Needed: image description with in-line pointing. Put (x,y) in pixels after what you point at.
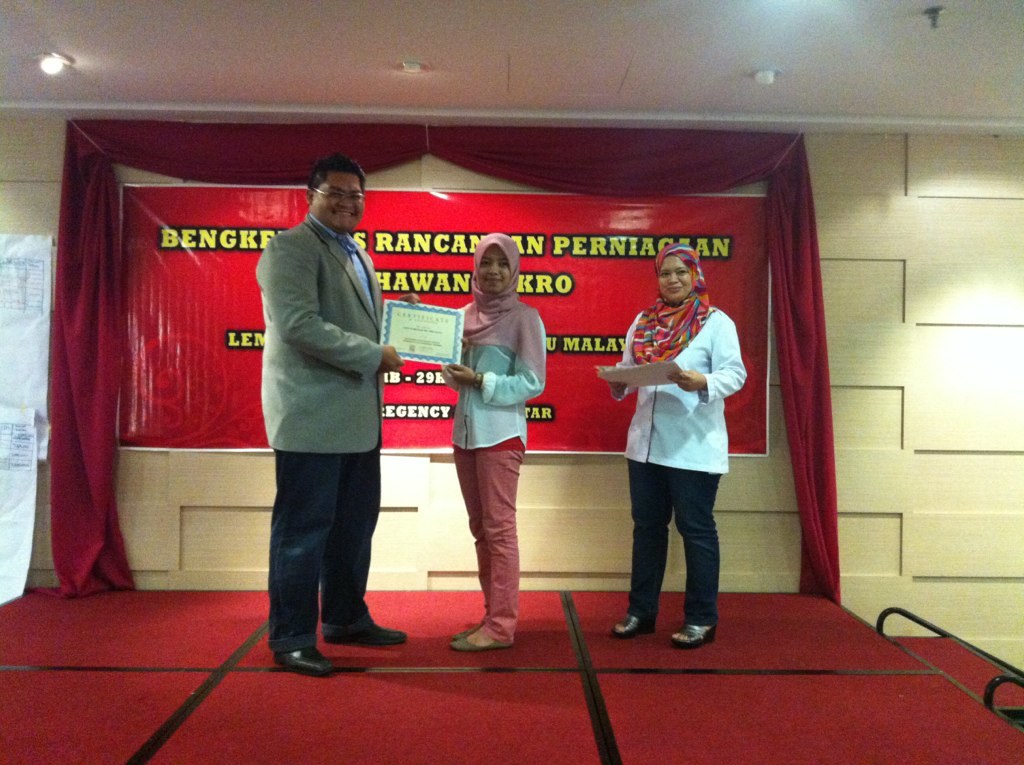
In this picture we can see one person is giving certificates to another person (508,423), beside one woman (635,473) is standing and holding some certifications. Back side, we can see one banner (390,388) to the wall (462,536).
